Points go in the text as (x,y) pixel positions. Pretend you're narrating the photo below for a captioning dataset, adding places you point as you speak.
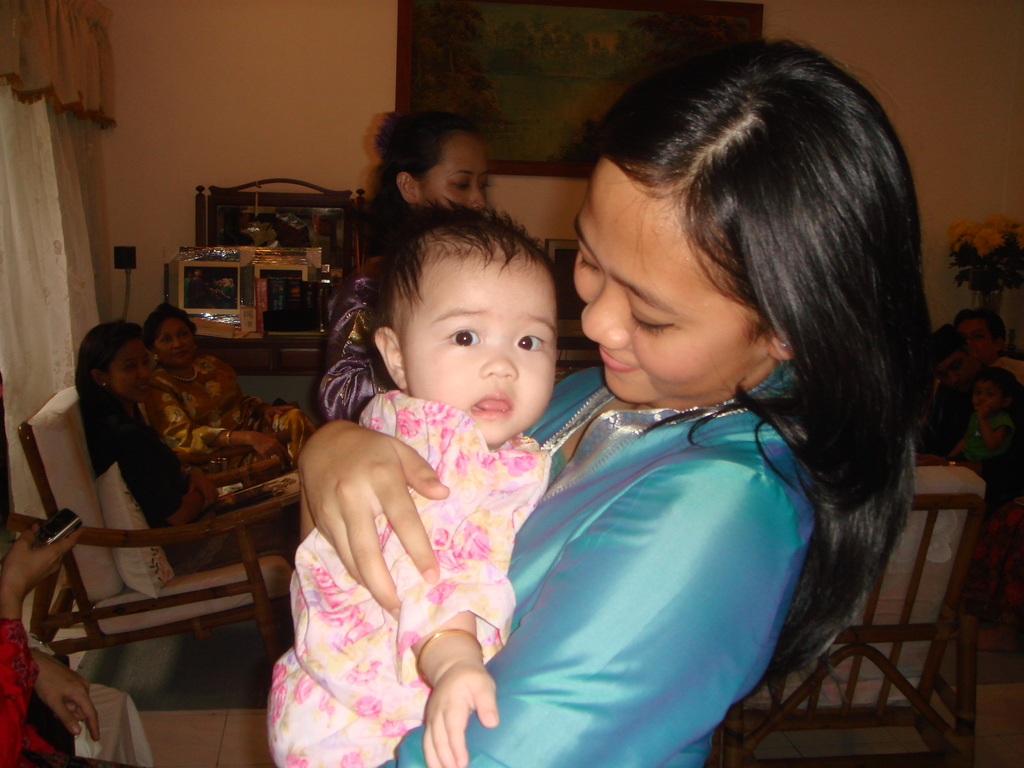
In this picture there are people (631,356), among them there is a woman (623,460) standing and smiling and holding a baby (339,611) and we can see chairs (929,546). In the background of the image (230,326) we can see objects (239,312) on the table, television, flowers (977,251), frame (501,78) on the wall (306,88) and curtains (5,221).
